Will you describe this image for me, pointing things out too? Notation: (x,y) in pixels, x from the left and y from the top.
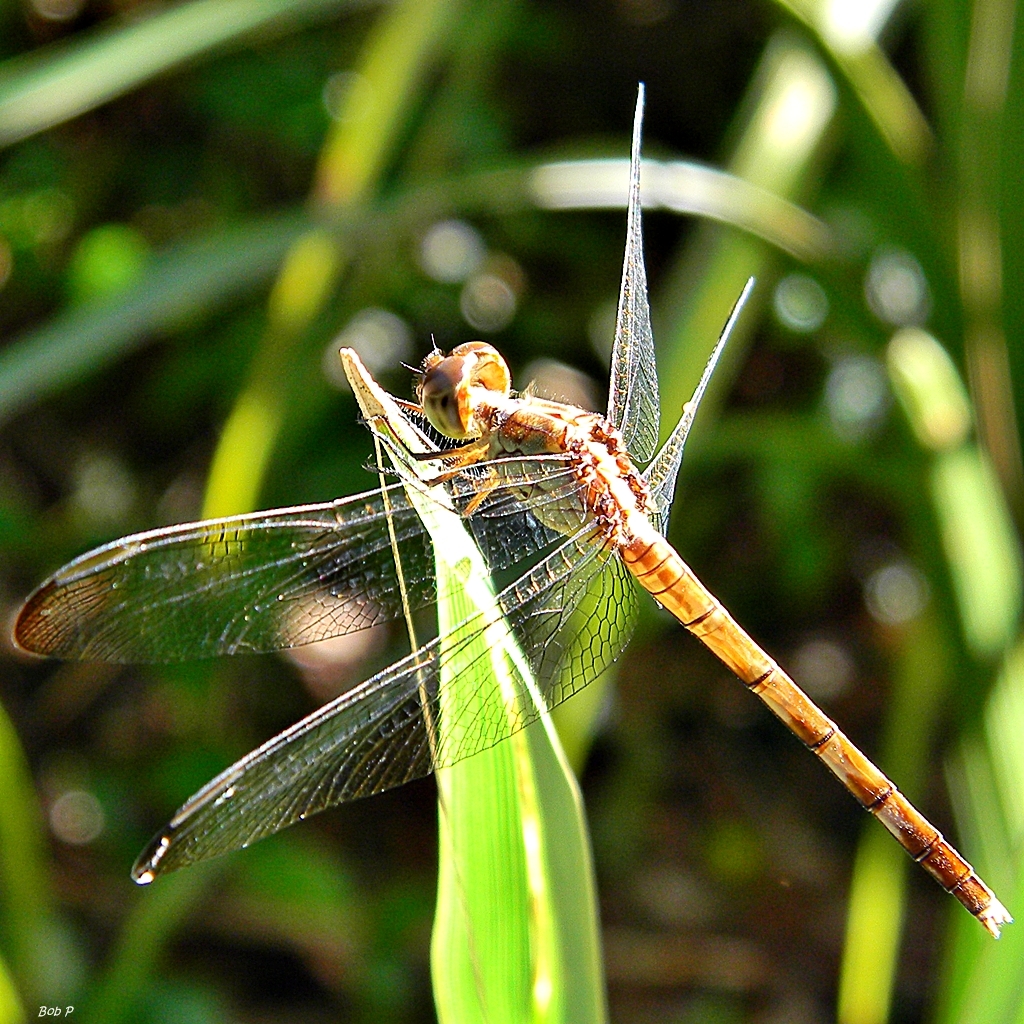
In this image there is a fly (484,645) on the leaf (490,875). In the background (519,265) there are plants (475,265).
